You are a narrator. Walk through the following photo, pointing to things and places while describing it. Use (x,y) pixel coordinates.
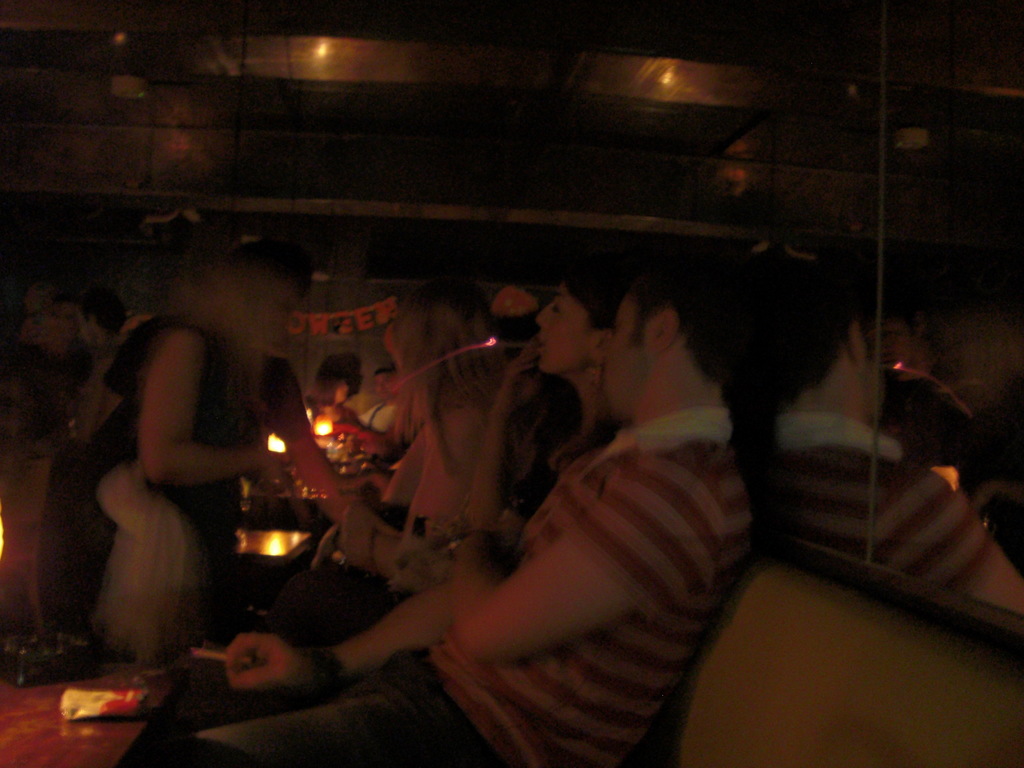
In this image, we can see people (569,668) sitting on the sofa (818,653) and some are smoking and some are holding objects (198,649) and we can see some lights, a mirror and there are some objects (87,714) on the table (94,747).
